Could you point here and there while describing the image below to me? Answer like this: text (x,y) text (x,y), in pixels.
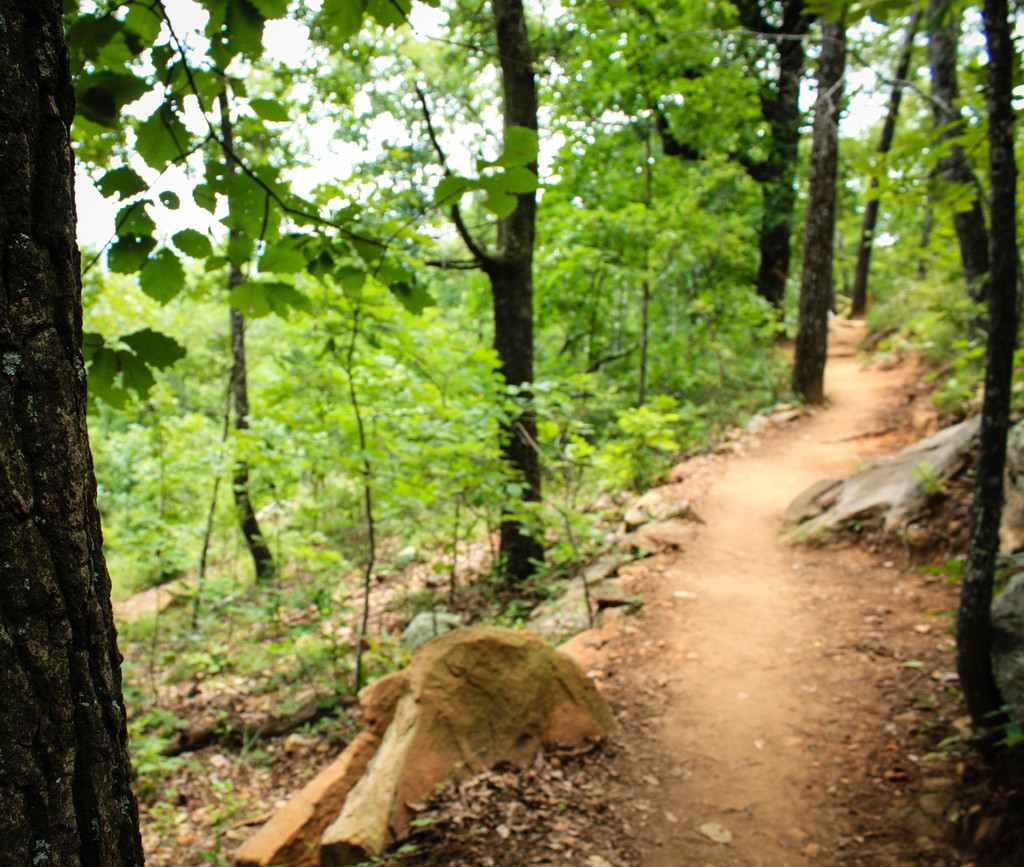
In this picture we can see plants (569,301) and trees (666,279). In the background (302,180) there is sky (315,168).
